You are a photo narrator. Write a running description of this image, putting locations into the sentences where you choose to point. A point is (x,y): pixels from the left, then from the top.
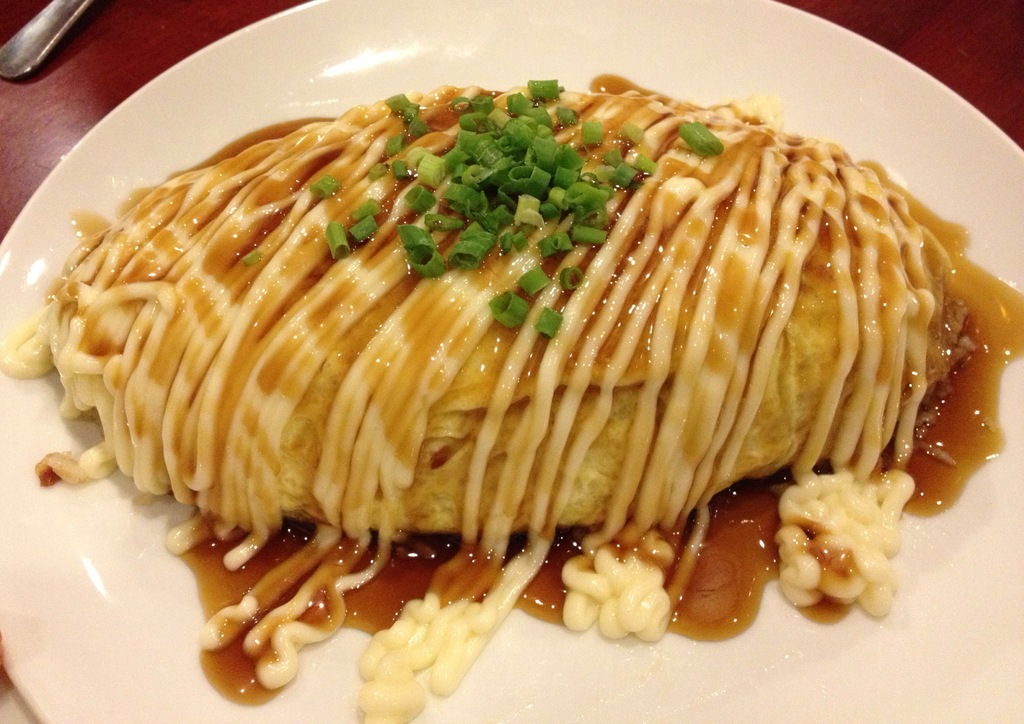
In the image we can see wooden surface (100,58), on the wooden surface (100,58), we can see plate (313,50) white in color and in the plate (351,42) we can see the food item (569,221).
